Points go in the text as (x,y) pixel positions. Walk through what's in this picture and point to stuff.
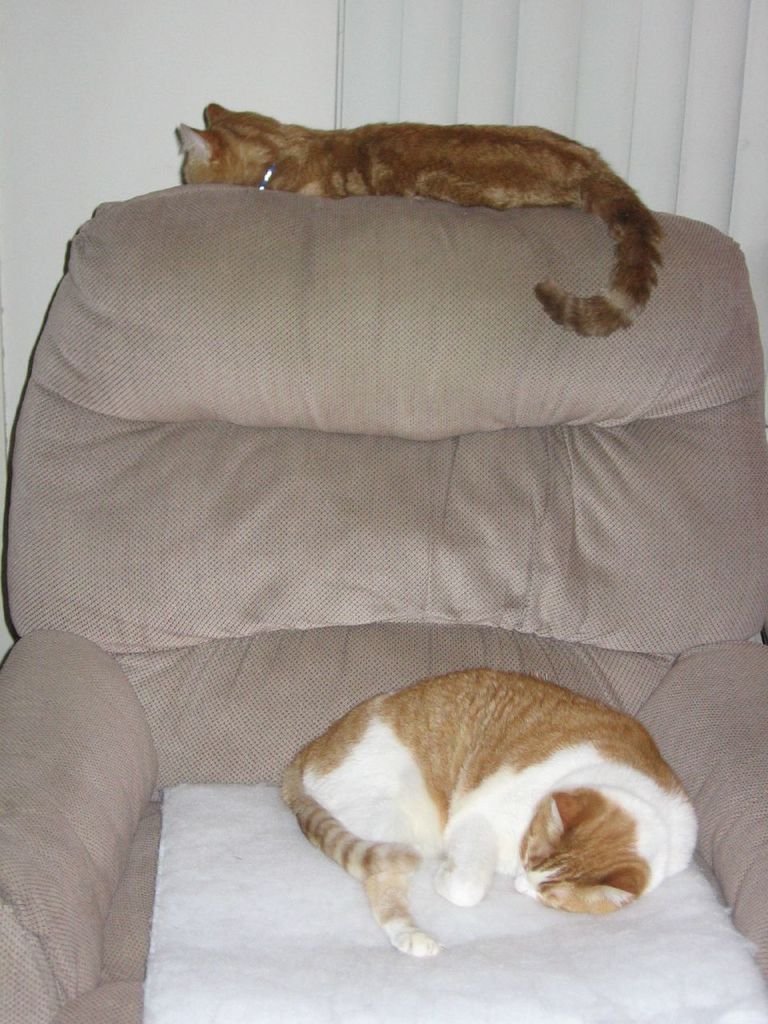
In this image I can see two cats (474,745) laying on a couch (309,432). In the background (453,86) there is a curtain (459,79) to the wall (217,48).
